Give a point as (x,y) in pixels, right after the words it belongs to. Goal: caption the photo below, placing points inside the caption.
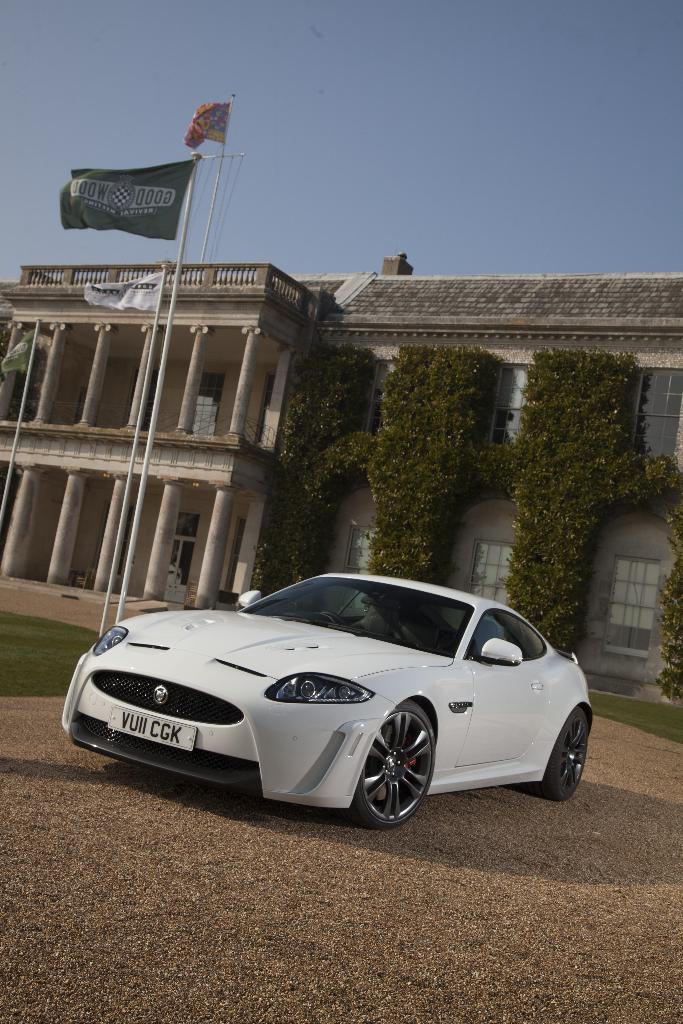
In the middle of the image (312,613) we can see a car (288,709), in the background (158,596) we can find flags (212,138), a building (190,372) and wall shrubs (411,459).
